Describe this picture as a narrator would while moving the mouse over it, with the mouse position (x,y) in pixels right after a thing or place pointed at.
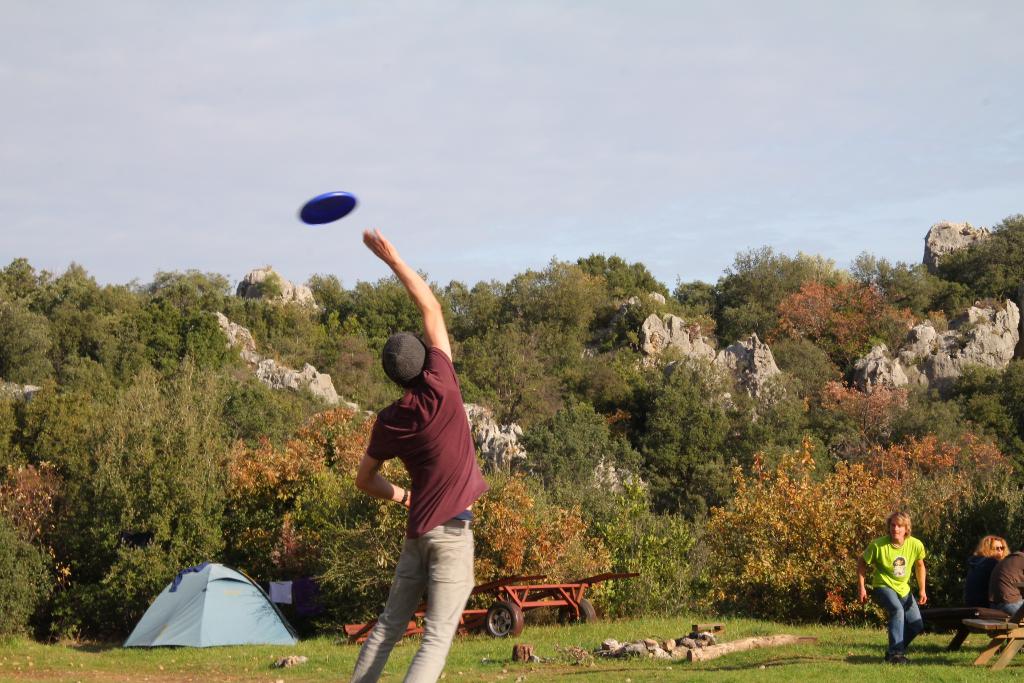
In this picture we can see a person (435,605) is trying to catch a disc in the front (414,402), on the right side (1011,604) there are three persons (1011,604), we can see grass (649,671) and stones (703,646) at the bottom (667,639), in the background (775,467) there are rocks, trees (199,337), a trolley (505,603) and a tent (224,620), we can see the sky (586,132) at the top of the picture (582,84).
